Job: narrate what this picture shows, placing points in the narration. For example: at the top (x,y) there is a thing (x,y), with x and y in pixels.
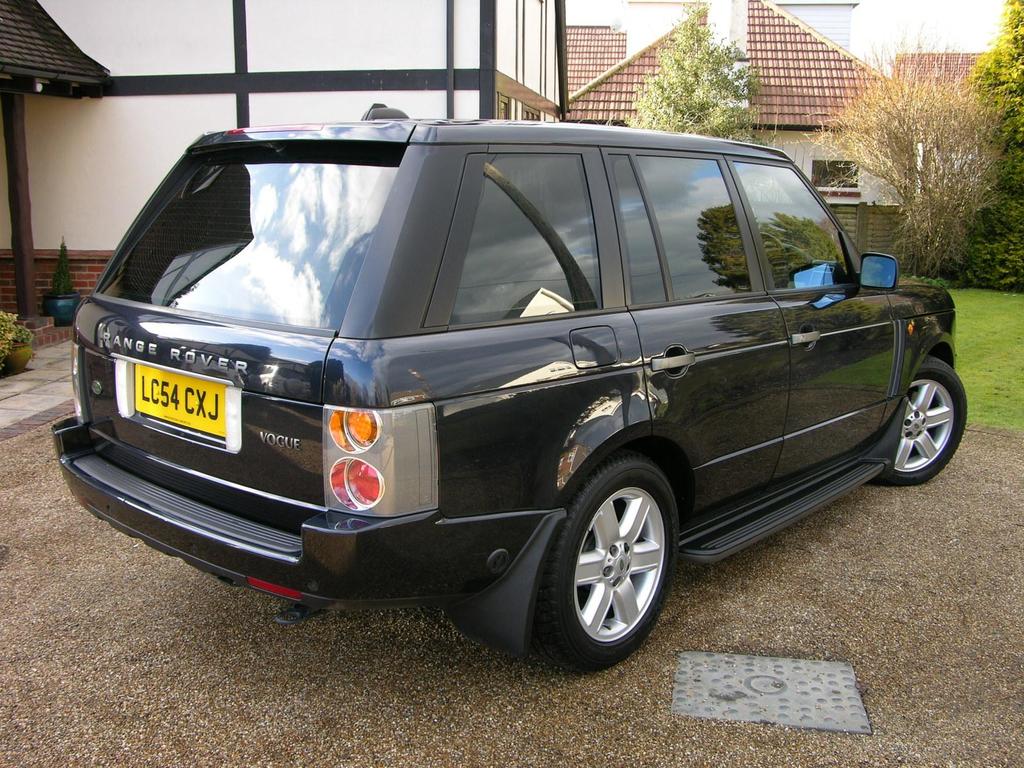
In this picture there is a black car (691,385) which is parked near to the building (366,87). In the background (733,123) I can see the windows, trees (955,177), plants (955,176) and grass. At the top (927,23) there is a sky (934,47).
